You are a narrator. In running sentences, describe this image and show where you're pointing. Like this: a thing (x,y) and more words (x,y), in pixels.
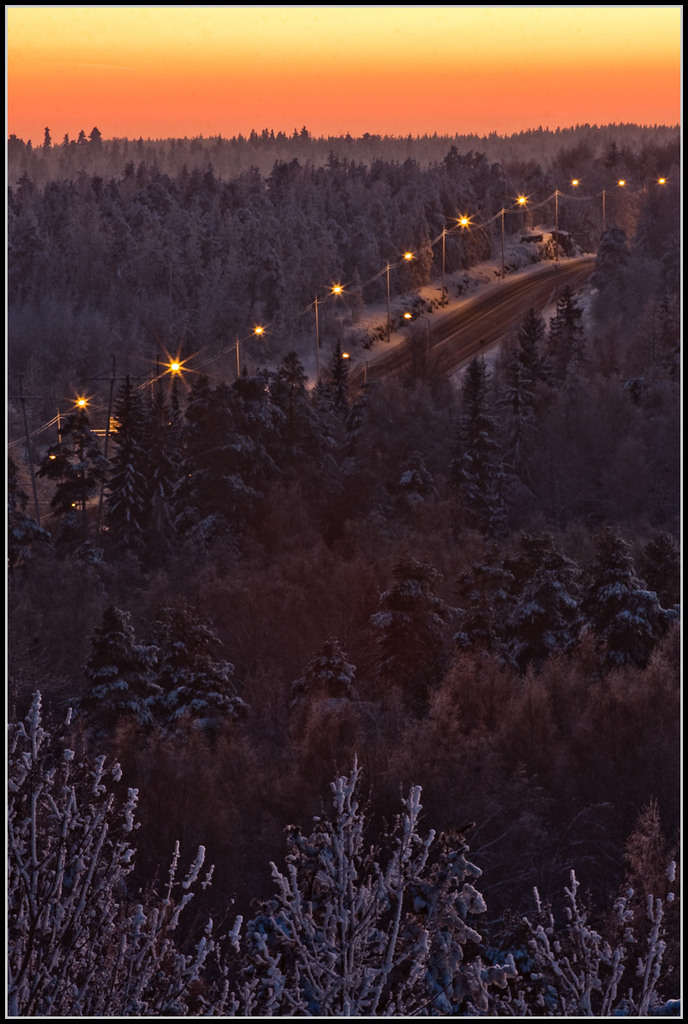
In this image we can see a large group of trees (358,634) and a pathway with some street lights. On the backside (365,65) we can see the sky (351,53).
